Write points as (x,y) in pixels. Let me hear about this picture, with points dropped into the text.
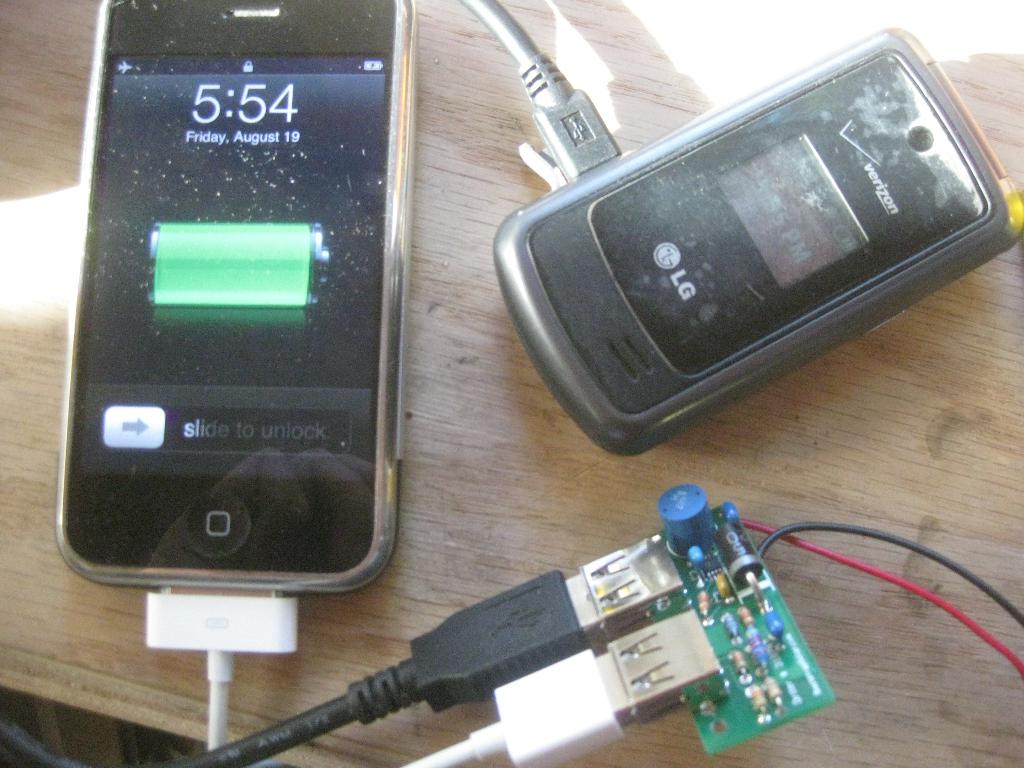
In the image there is a table (455,446) on that there are two mobiles (531,341). On the left (246,326) there is a mobile (217,418) which is attached to a USB cable (233,637). I think it is charging.
